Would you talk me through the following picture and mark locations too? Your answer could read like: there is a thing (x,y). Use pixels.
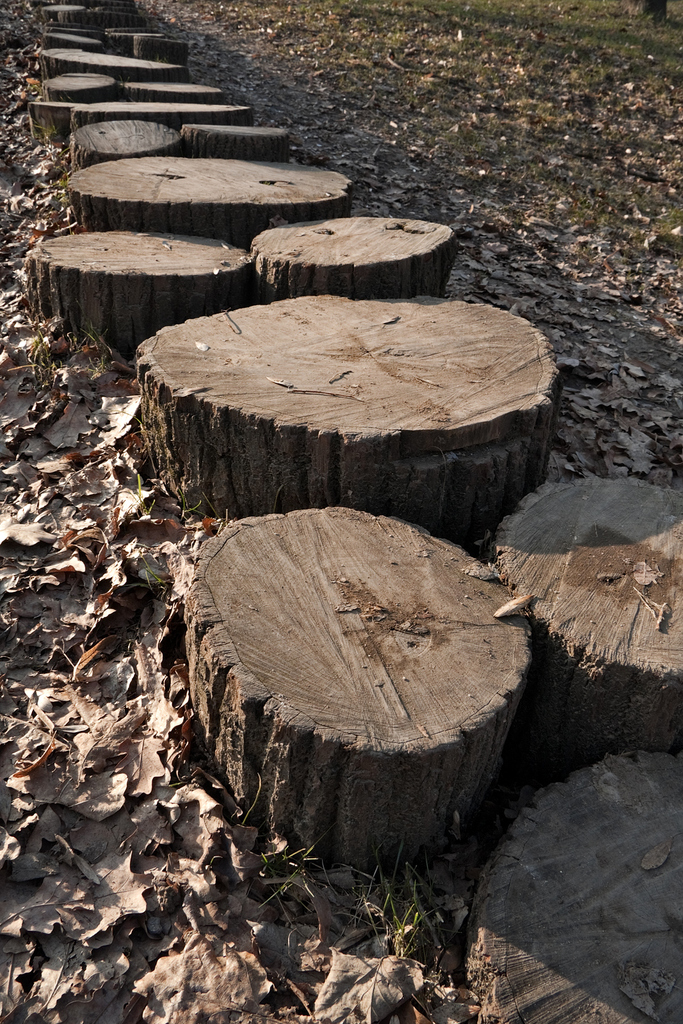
In this picture we can see wooden objects (356,638) and dried leaves (330,13) on the ground (413,79).
